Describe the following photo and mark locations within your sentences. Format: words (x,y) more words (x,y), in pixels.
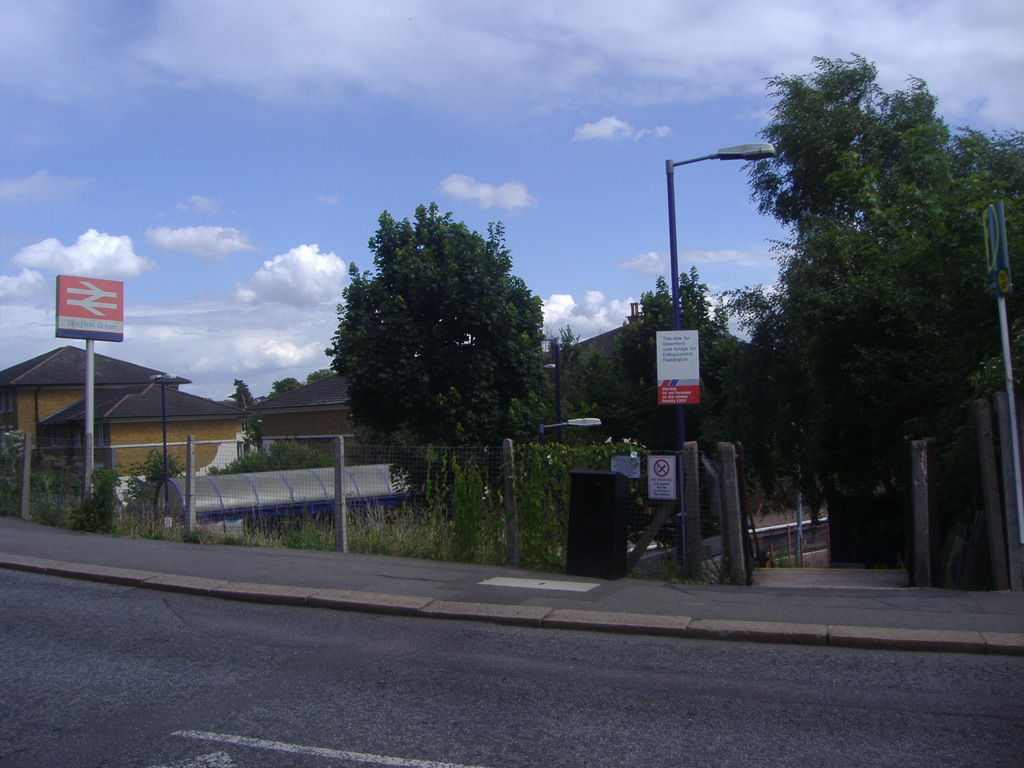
In the image we can see there are trees (835,316), poles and mesh (286,485). Here we can see the road (294,661), plants (383,539) and instruction boards (114,317). We can even see there are houses (114,414) and the cloudy sky (191,364).
